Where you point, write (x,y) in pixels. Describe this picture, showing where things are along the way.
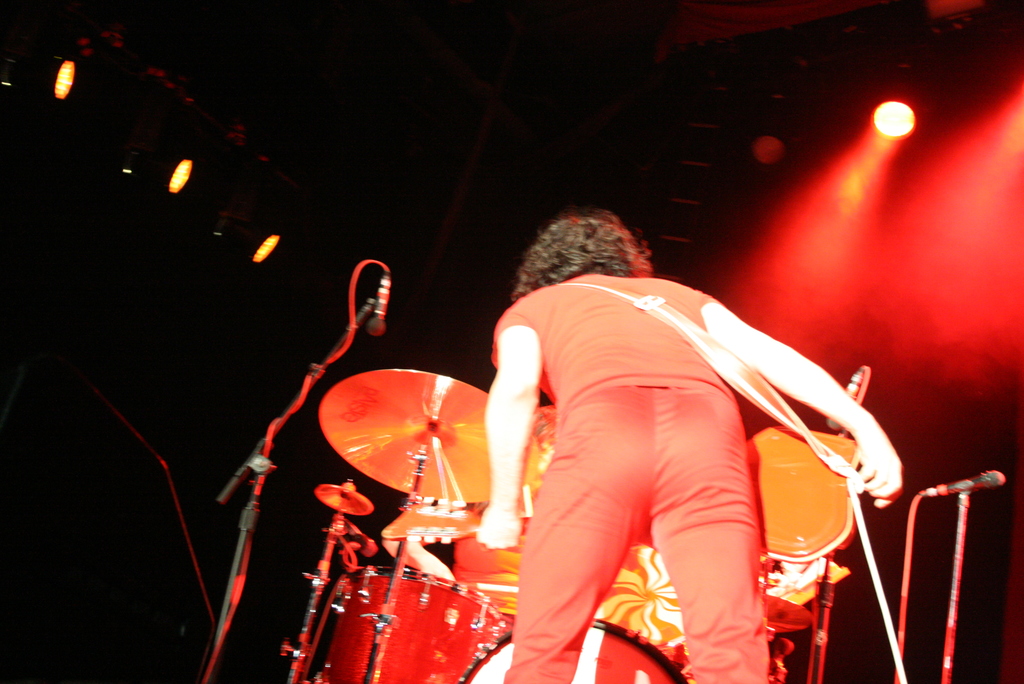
In this image we can see a person (630,425) wearing red color dress (572,419) playing guitar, there are some microphones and in the background of the image (996,215) there are some lights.
